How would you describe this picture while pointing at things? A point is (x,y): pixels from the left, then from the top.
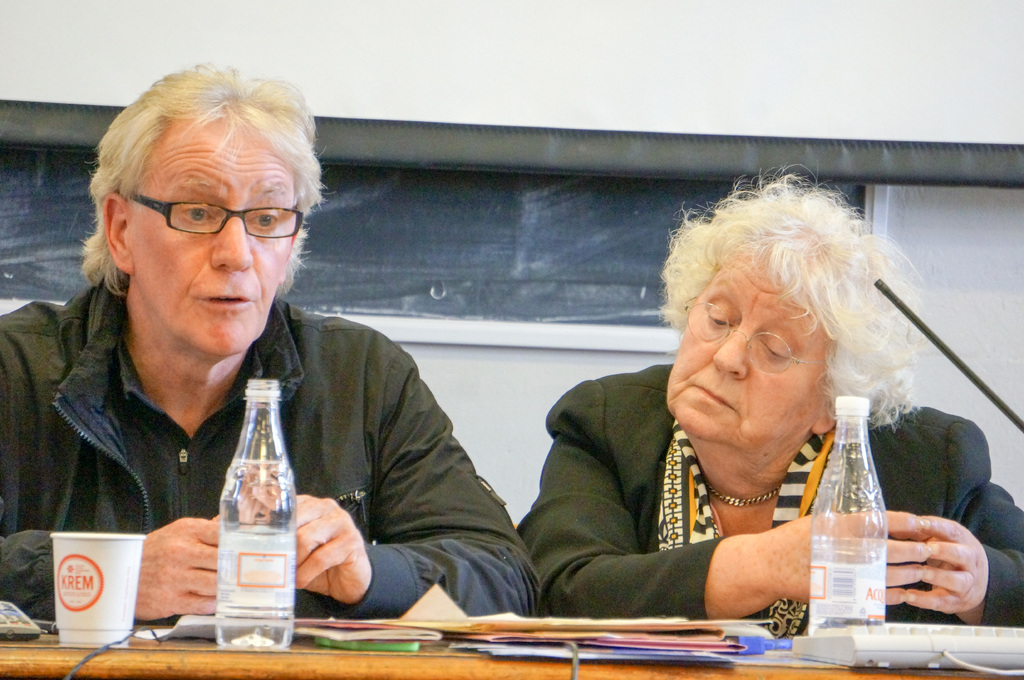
In the picture there is a man (317,415) and woman (701,529) sat in front of table (220,660), the woman (777,330) is looking at files (572,643), there is water bottle (250,565), cup (107,570) and keyboard (896,641) on the table (512,674).
